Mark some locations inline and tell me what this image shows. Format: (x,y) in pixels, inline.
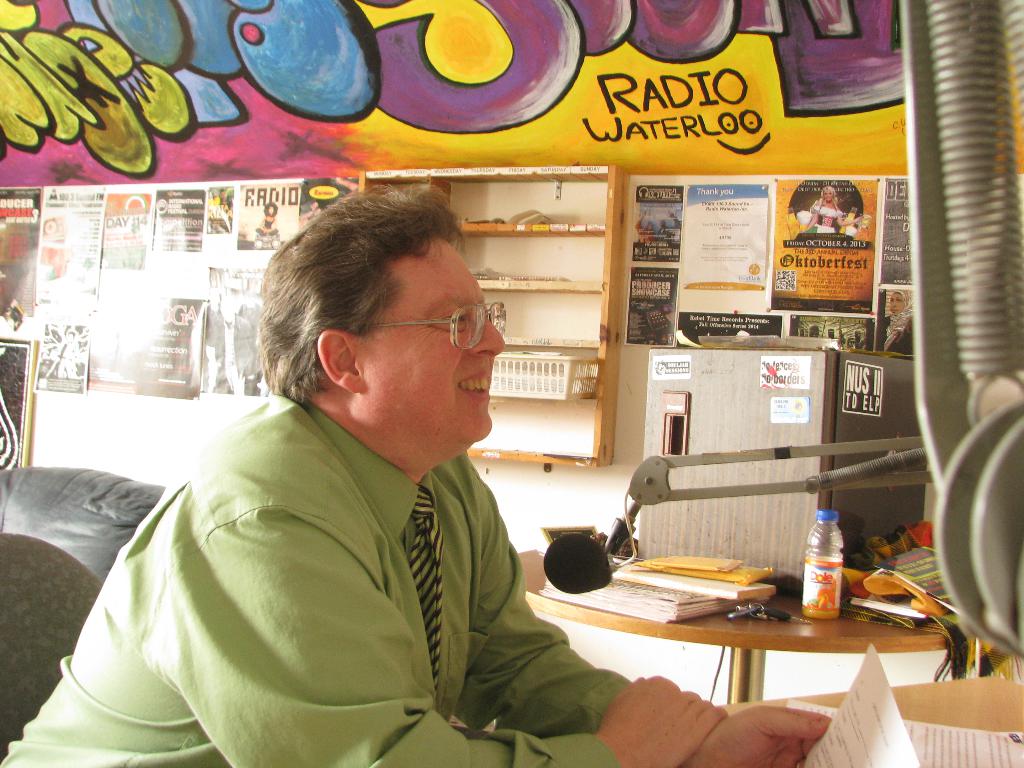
In the image of a man (401,614) wearing a green color shirt (519,722) is sitting on the chair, he is laughing by holding some papers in his hand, there is also a table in front of them on which the papers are placed to his left side there is another table (714,626) and there are some books (696,580) and bottle (841,542) on the table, behind it there is a cupboard (604,389), some posters (733,217) to the wall (630,392).
